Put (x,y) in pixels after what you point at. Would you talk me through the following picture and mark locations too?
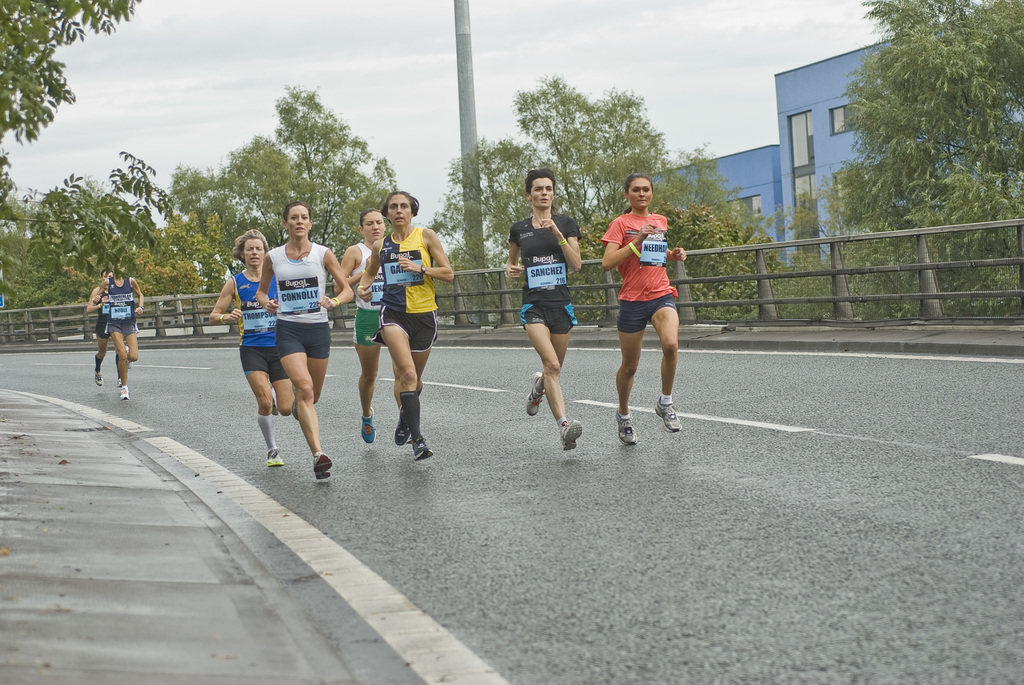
In this image I can see a group of people (330,255) running. They are wearing different color dress (315,258). Back Side I can see trees (490,152), fencing (845,282) and a pole (461,46). I can see a blue color building (800,131) and glass windows (800,130). The sky (656,72) is in white and blue color.
